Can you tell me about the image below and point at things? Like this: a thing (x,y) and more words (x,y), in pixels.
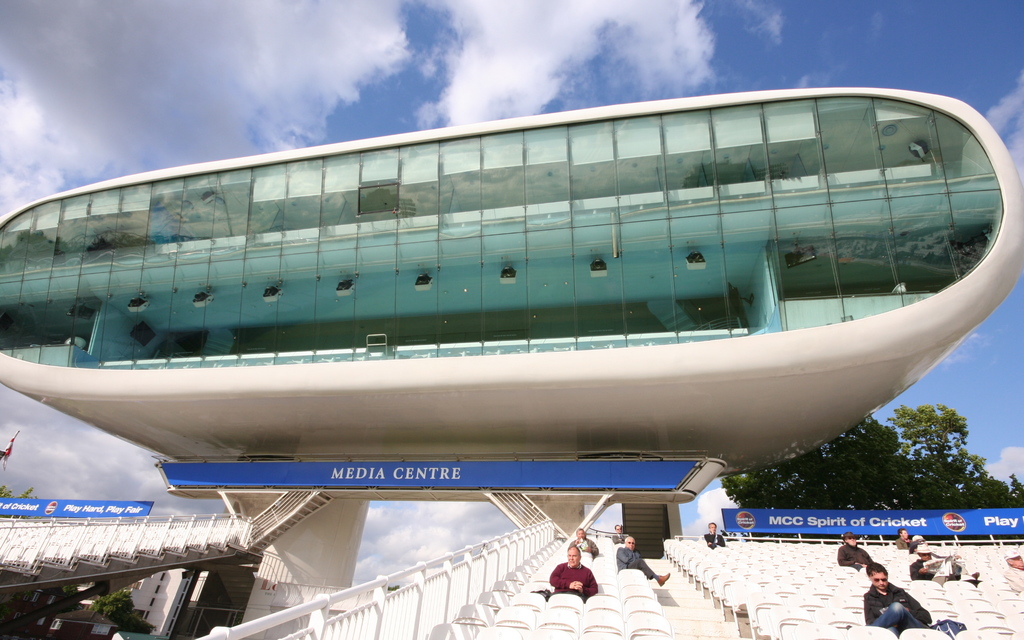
In this image we can see a structure (625,265). At the bottom of the image (630,551), we can see people (570,563) are sitting on the chairs (833,579). In the background (50,478), we can see the sky (131,126) with clouds (24,35). On the right side of the image (886,465), we can see trees (906,451) and a banner (871,525). There is a flag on the left side of the image (19,430).
